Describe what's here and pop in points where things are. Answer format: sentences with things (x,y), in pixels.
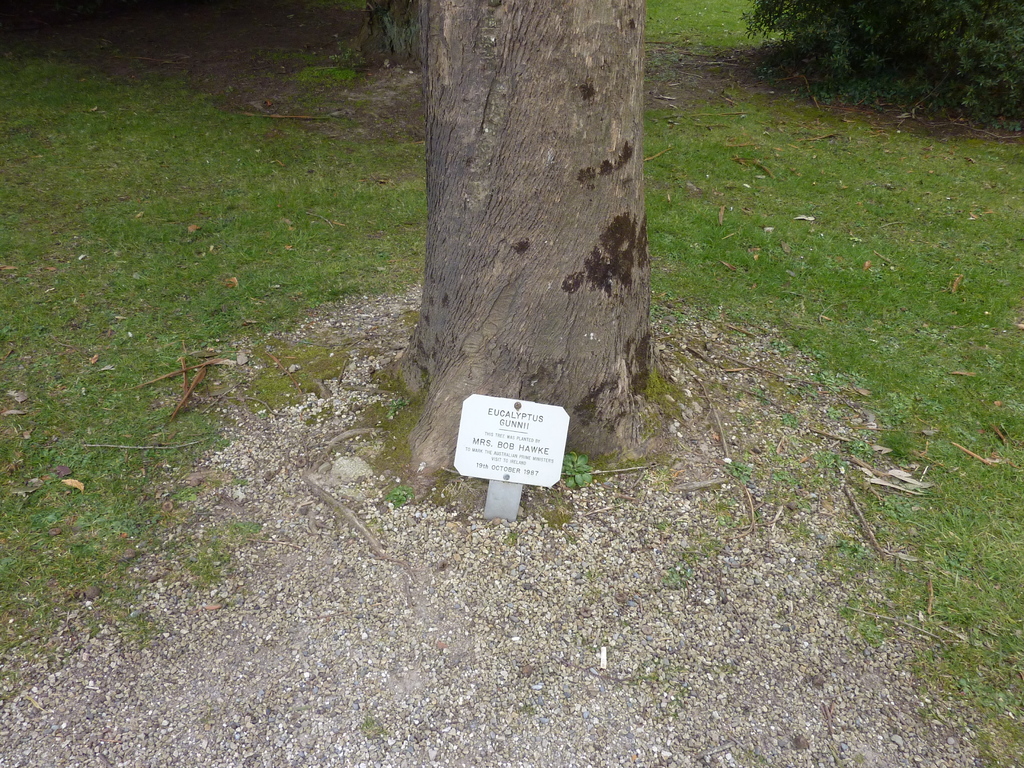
In this image, in the middle (514,332), we can see a wooden trunk (586,399). In the wooden trunk (560,394), we can see a board (520,488), on which some text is written on it. On the right side (763,14), we can see some plants (827,82). On the left side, we can also see some plants (387,20). At the bottom (509,529), we can see a grass (907,307) and a land (435,586) with some stones (292,577).
